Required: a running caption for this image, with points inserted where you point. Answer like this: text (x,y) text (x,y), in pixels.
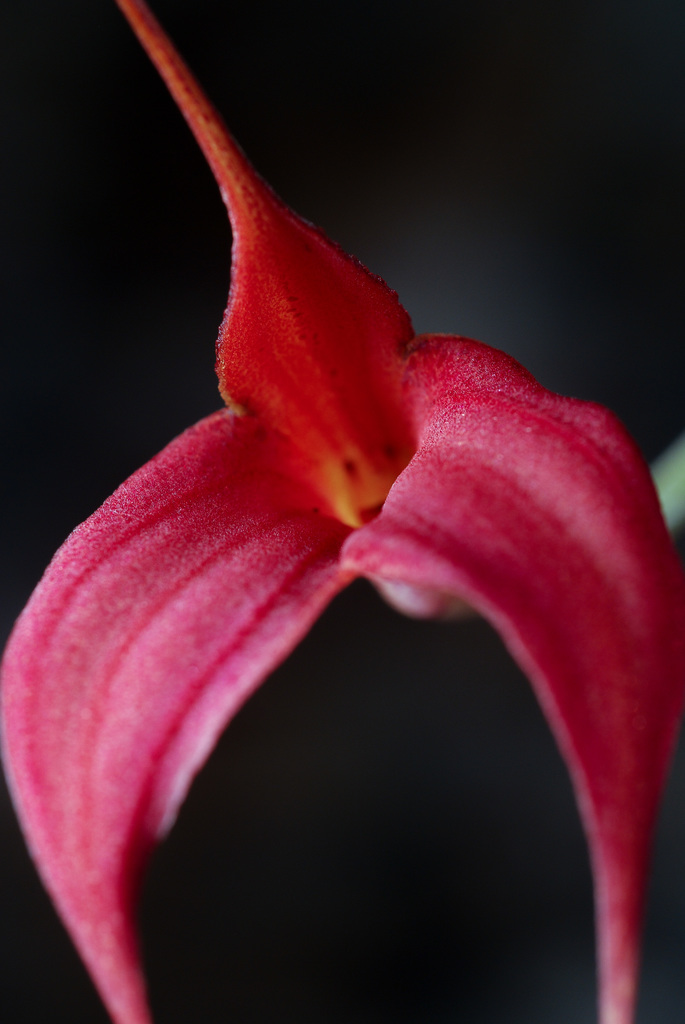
In this picture I can see a pink color flower (211,669). The background of the image (371,664) is dark.
